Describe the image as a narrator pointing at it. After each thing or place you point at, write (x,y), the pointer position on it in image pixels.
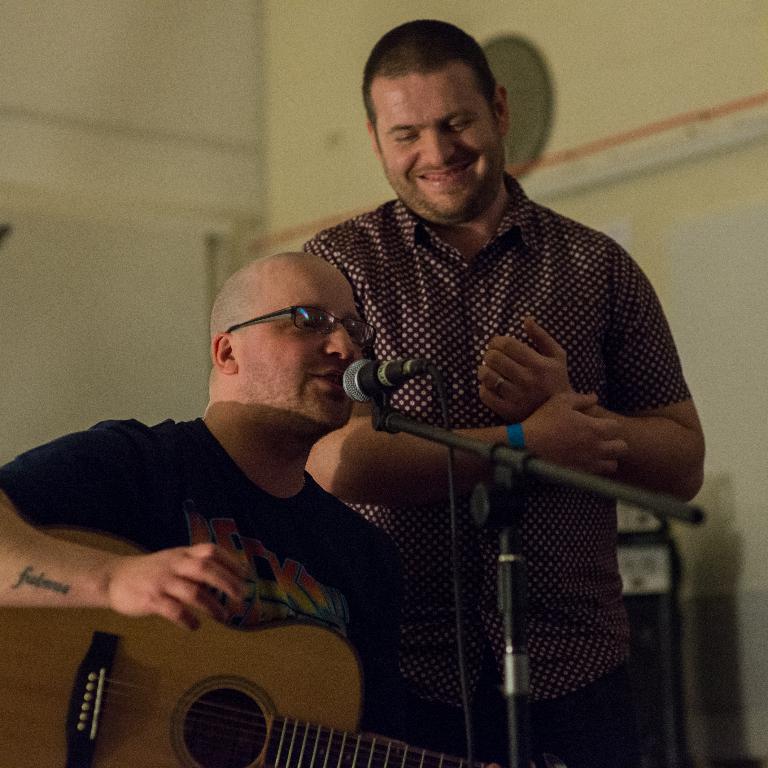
In this image I can see a man (313,421) playing a guitar (273,638) and also singing a song. In front of this person (339,390) there is a mike (346,382). Beside this person (326,373) there is a person (444,307) wearing shirt (405,329), standing and smiling by looking at this person (316,332). In the background (159,227) I can see a wall (95,334).
